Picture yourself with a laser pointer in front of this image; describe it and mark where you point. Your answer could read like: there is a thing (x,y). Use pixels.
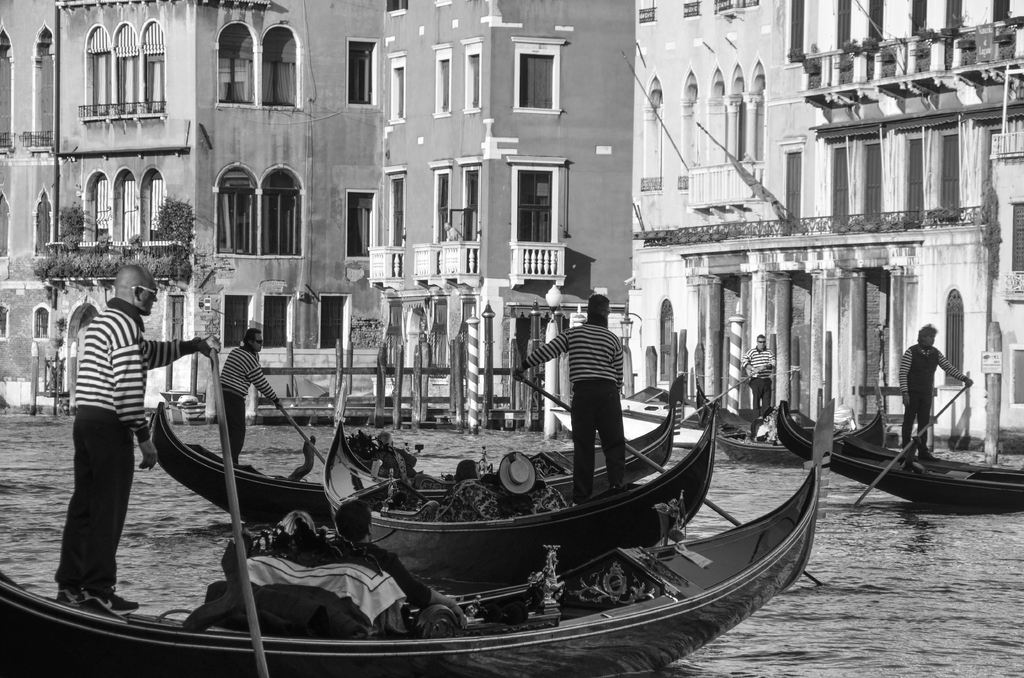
In this picture I can see boats (593,535) on the water (970,590), there are group of people (130,424) standing on the boats (253,661) and holding the paddles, and in the background (814,226) there are buildings (539,147), plants (187,209).
